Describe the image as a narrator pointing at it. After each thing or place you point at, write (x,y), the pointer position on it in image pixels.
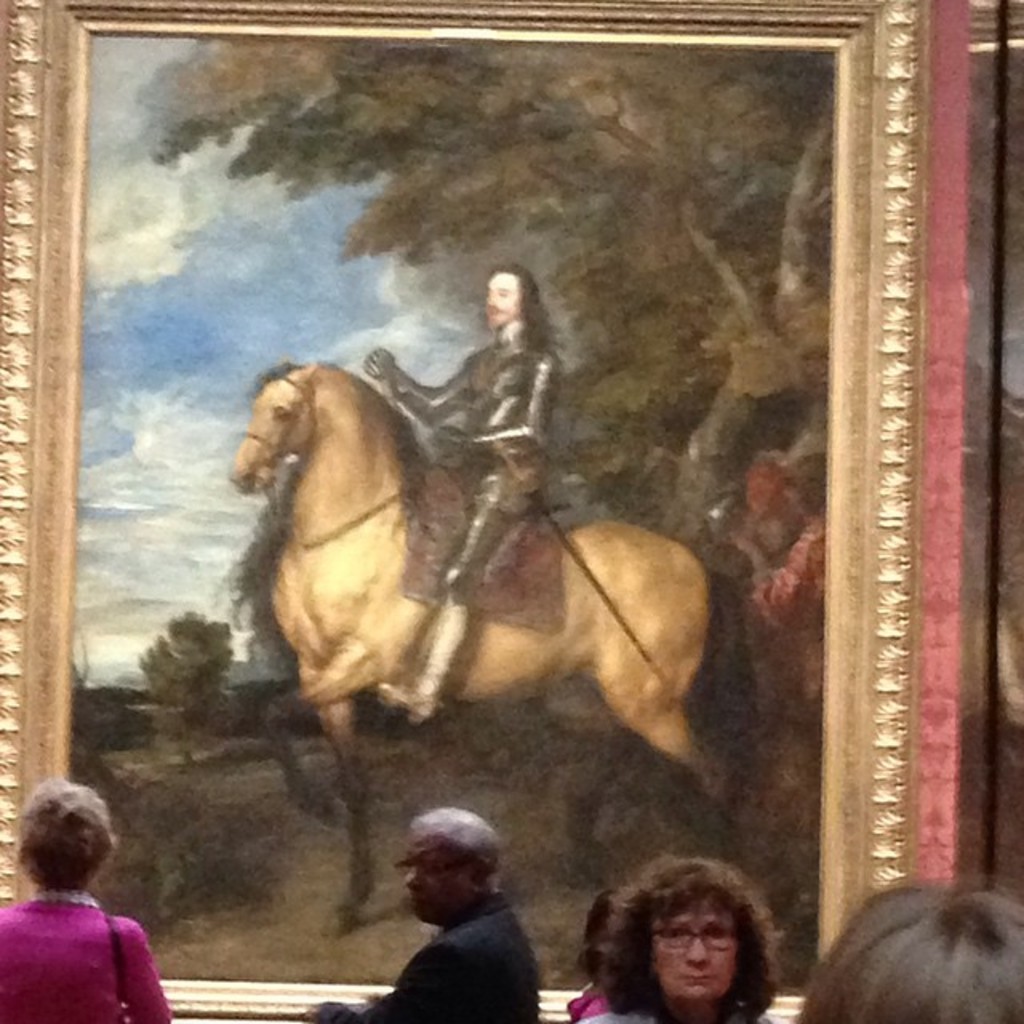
There is a painting (369,504) in front of a group of people (526,980).
